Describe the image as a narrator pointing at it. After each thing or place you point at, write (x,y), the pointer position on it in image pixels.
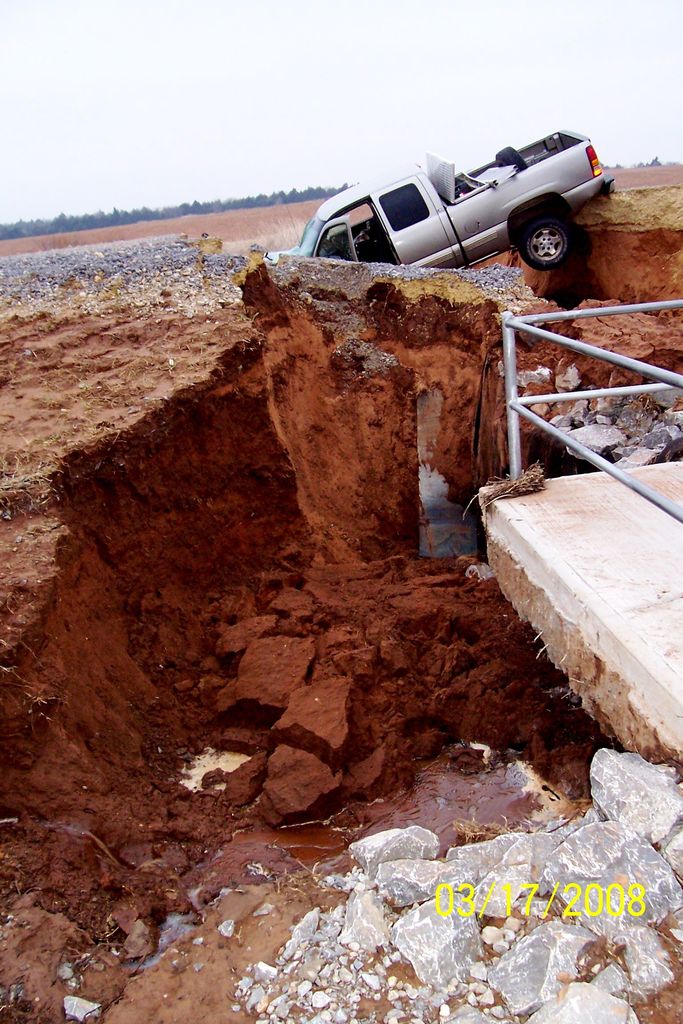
On the right side of the image (595,529) there is a wall (656,575), fence (612,393), stones (582,430) and some text (500,887). In the center of the image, we can see one vehicle (427,205). In the background (291,128) we can see the sky (298,108), clouds (390,133), trees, stones (109,266) etc.
